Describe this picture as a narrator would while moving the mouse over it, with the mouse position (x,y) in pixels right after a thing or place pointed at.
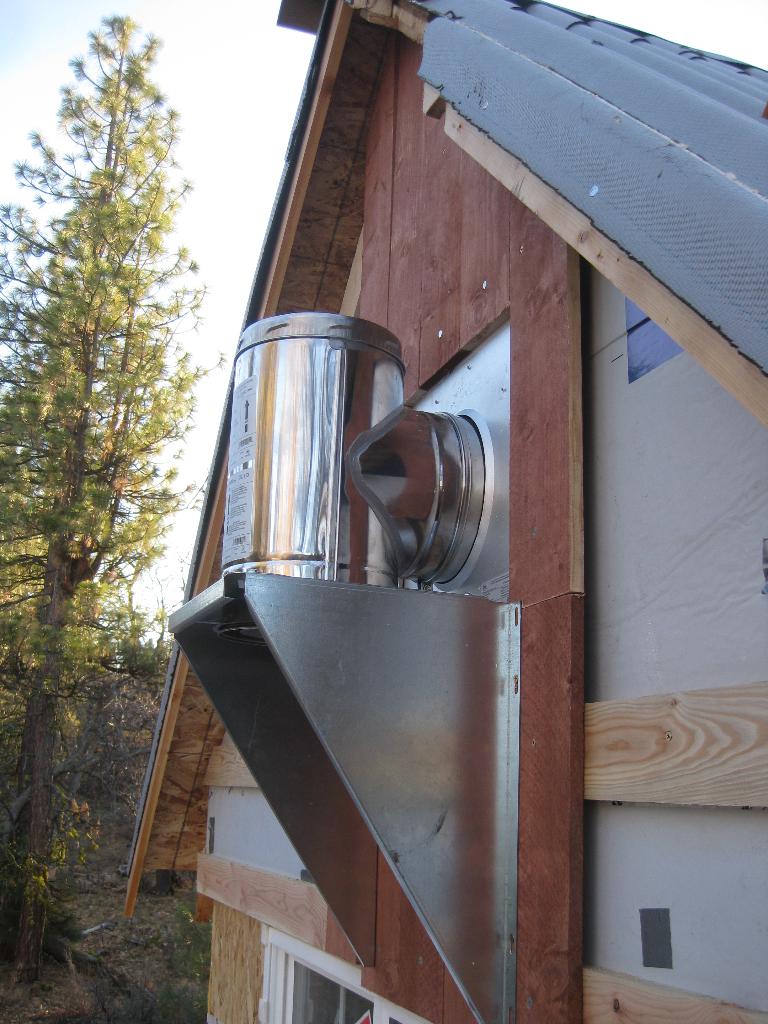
In the foreground of the picture (588,35) there is a building (535,591). In the center (380,498) there is an iron object (430,761). On the left (69,698) there are trees (60,690).
